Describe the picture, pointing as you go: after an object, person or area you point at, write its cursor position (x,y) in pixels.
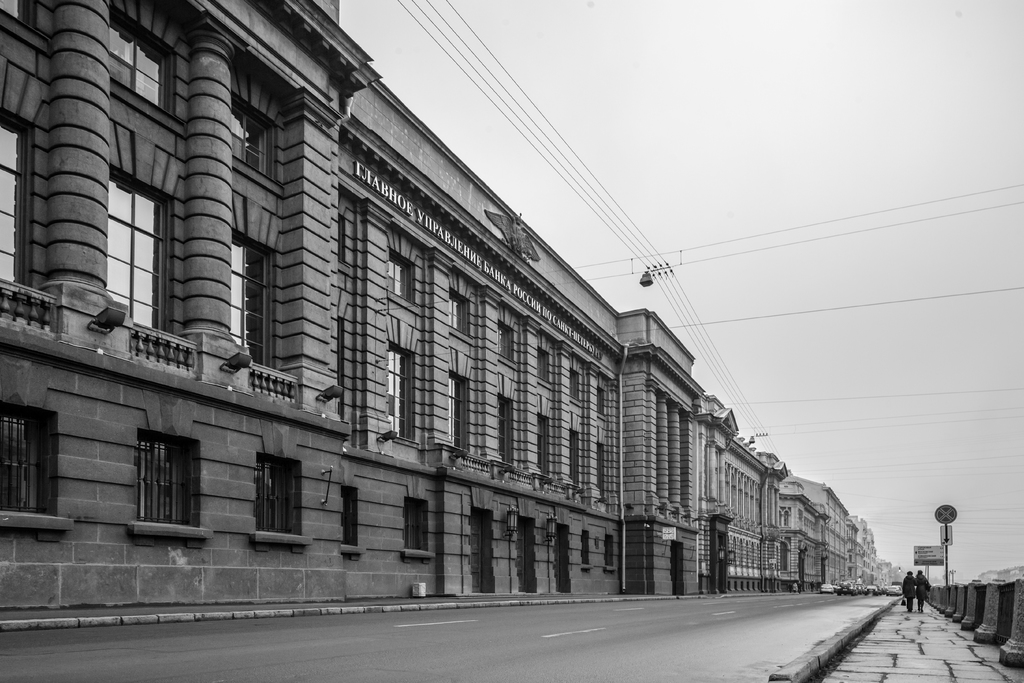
On the left side of the image (184,401) there are buildings (523,555), in front of the buildings (791,573) there are few vehicles (830,589) are on the road (808,613) and there are two persons (911,605) walking on the road (941,620) and there are few sign boards (938,555). In the background (781,301) there is a sky (753,176).
